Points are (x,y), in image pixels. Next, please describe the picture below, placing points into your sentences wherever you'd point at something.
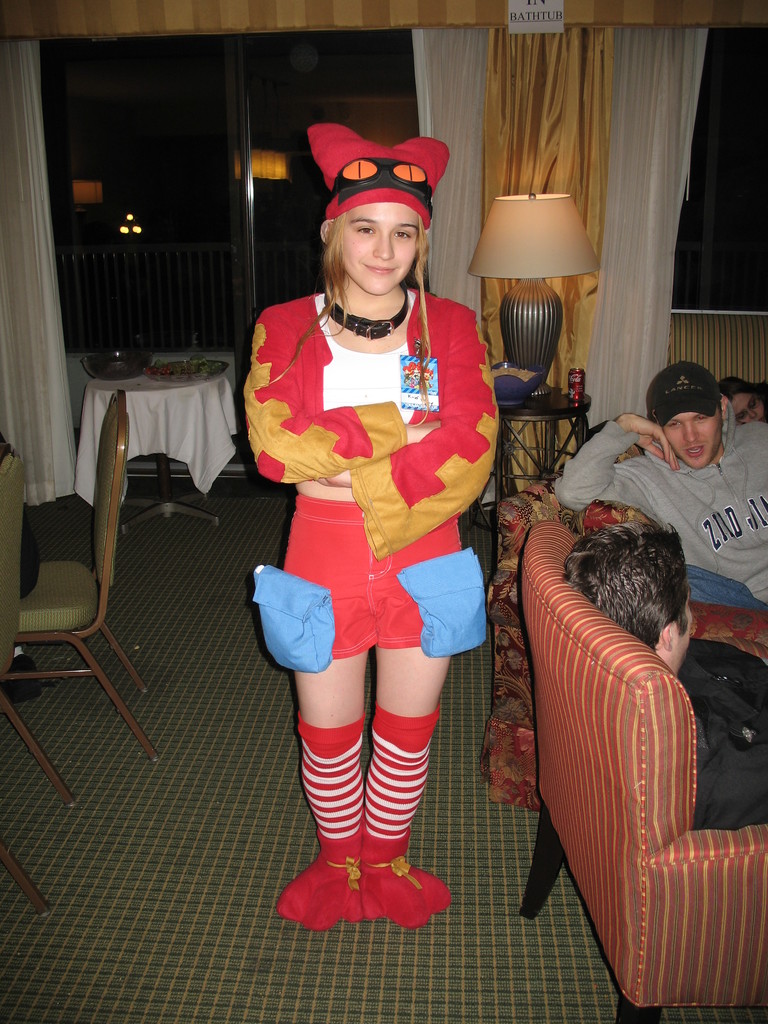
This person (401,792) standing. These persons (675,654) are sitting on the chairs (595,524). This is floor (180,736). We can see tables (150,389) and chairs (63,608). On the table (184,510) we can see things (170,366). On the background (315,115) we can see curtains (640,81), glass window (195,224).
